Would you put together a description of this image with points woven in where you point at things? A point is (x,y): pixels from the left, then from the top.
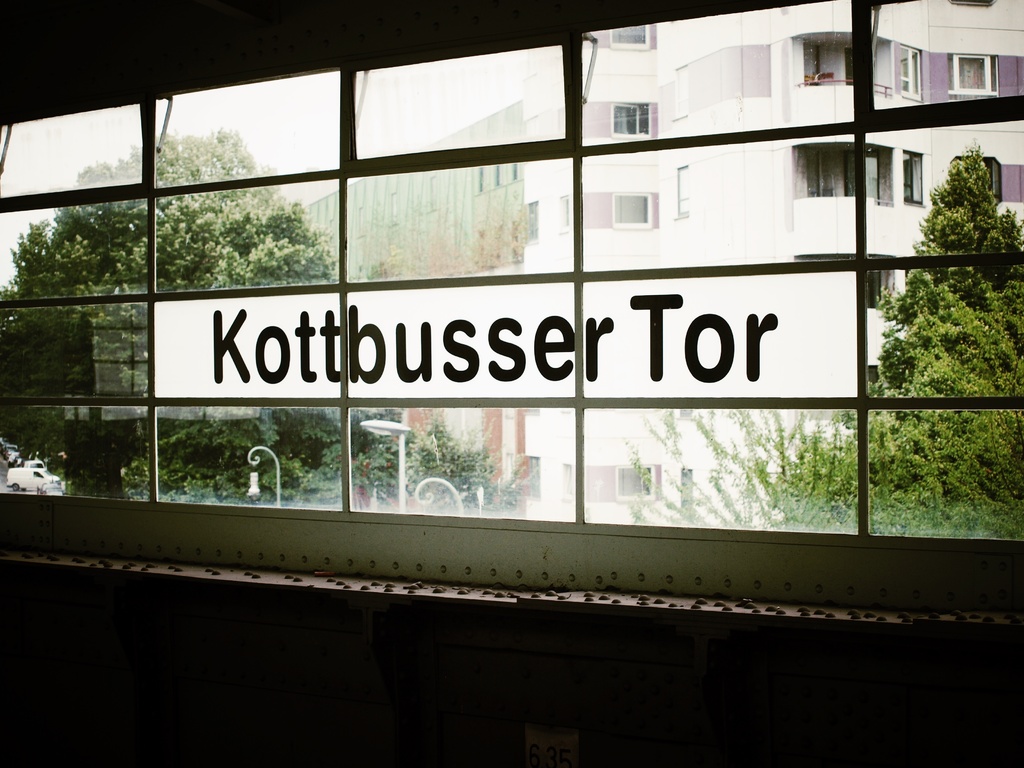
This image is taken indoors. In the middle of the image (411,344) there is a window (501,414). Through the window (650,442) we can see there are a few buildings (704,169) with walls (735,102), windows (904,192), balconies (880,155) and doors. There are a few trees (341,448) with leaves (236,193), stems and branches (885,446). There are a few poles (278,460). A vehicle (20,486) is parked on the road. There is a board (408,336) with a text (426,327) on it.
